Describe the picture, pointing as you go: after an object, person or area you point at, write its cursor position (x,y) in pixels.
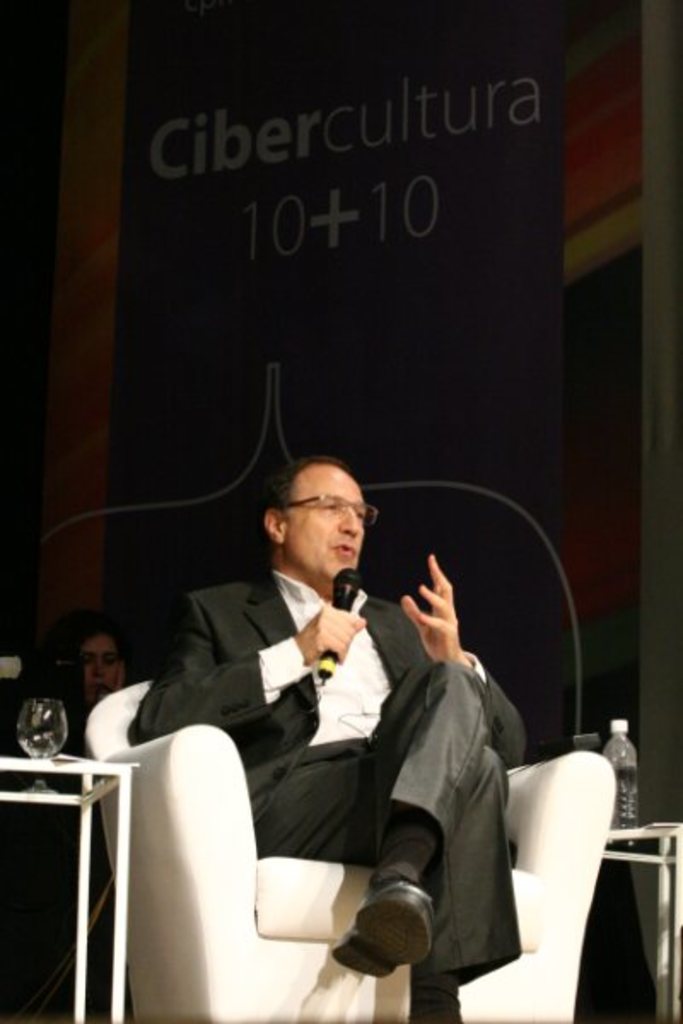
I can see in this image man (368,728) is sitting on a chair (187,737) and holding a microphone (322,670) in his hand (303,649). The man (333,743) is wearing a black suit (338,773). Here I can see two tables (630,835) which has bottle (634,783), glass (19,736) on it.
